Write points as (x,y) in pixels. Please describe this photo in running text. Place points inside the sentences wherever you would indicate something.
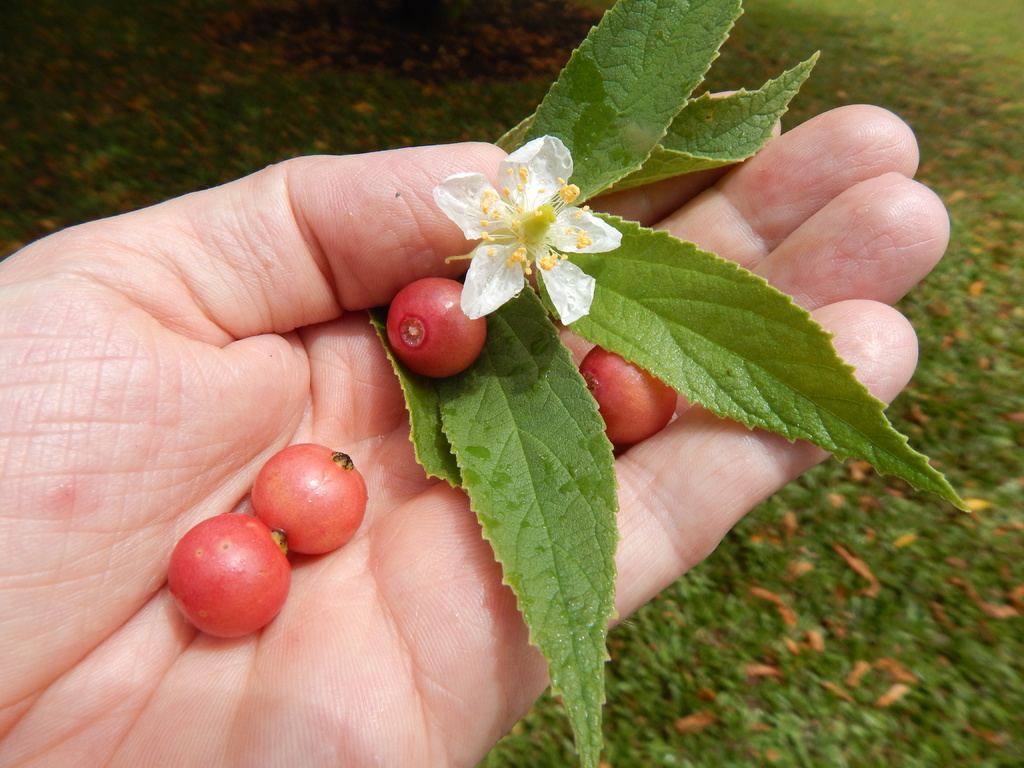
In this image we can see human hand (407,214) holding leaves (552,389), flower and berries (220,623).
